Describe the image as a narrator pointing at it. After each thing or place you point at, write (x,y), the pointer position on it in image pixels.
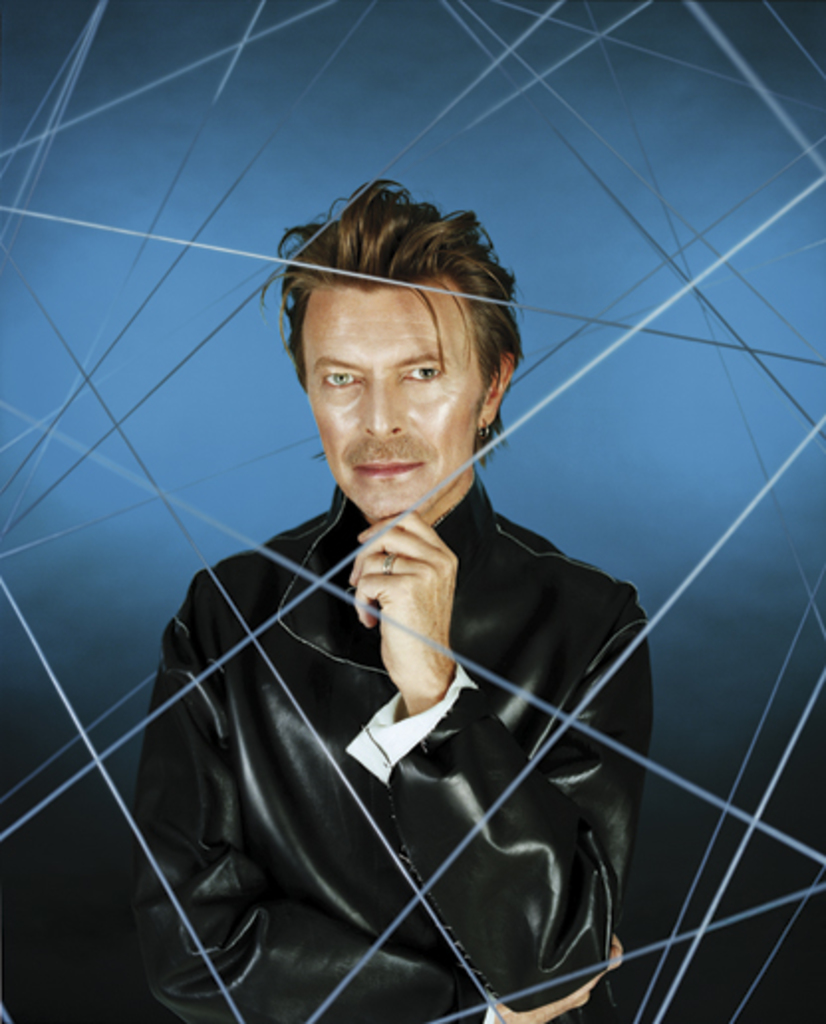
In the image we can see an image of a man (391,649) standing, wearing clothes (405,754), finger ring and earring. And the background is blackish blue and we can see the lines (27,634).
